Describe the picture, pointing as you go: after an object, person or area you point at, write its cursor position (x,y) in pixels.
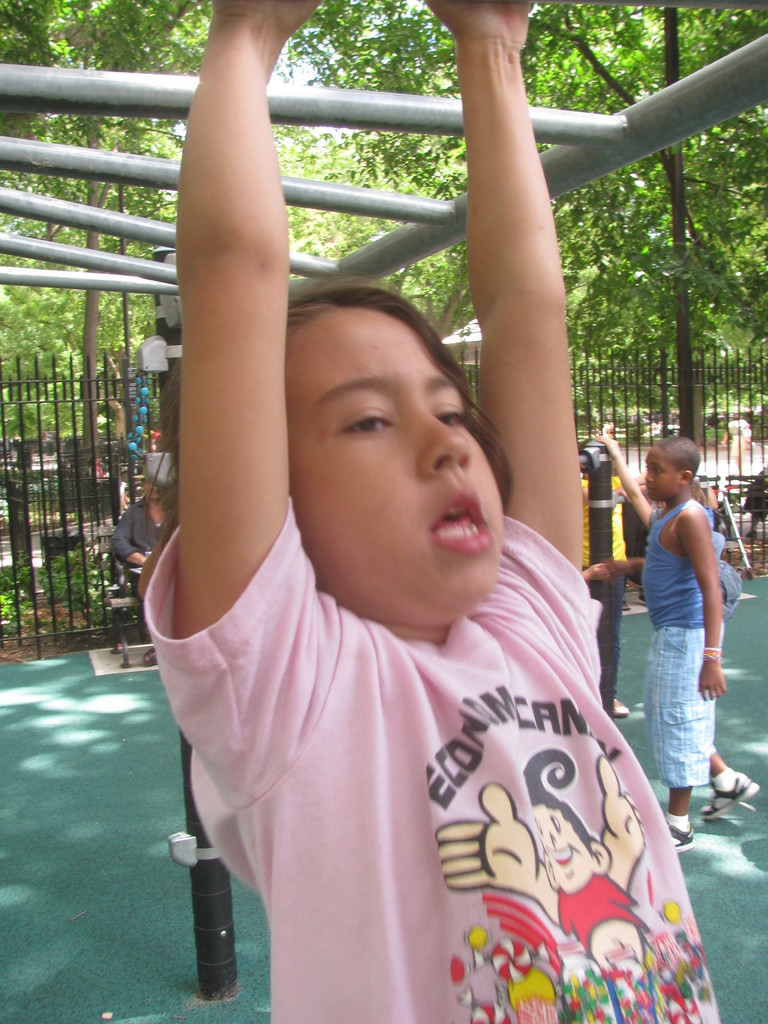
In this picture we can see a girl (207,438) and a person (125,542) sitting on a bench (135,601), fence (666,385) and in the background (682,399) we can see some people (737,454), trees (753,152).
